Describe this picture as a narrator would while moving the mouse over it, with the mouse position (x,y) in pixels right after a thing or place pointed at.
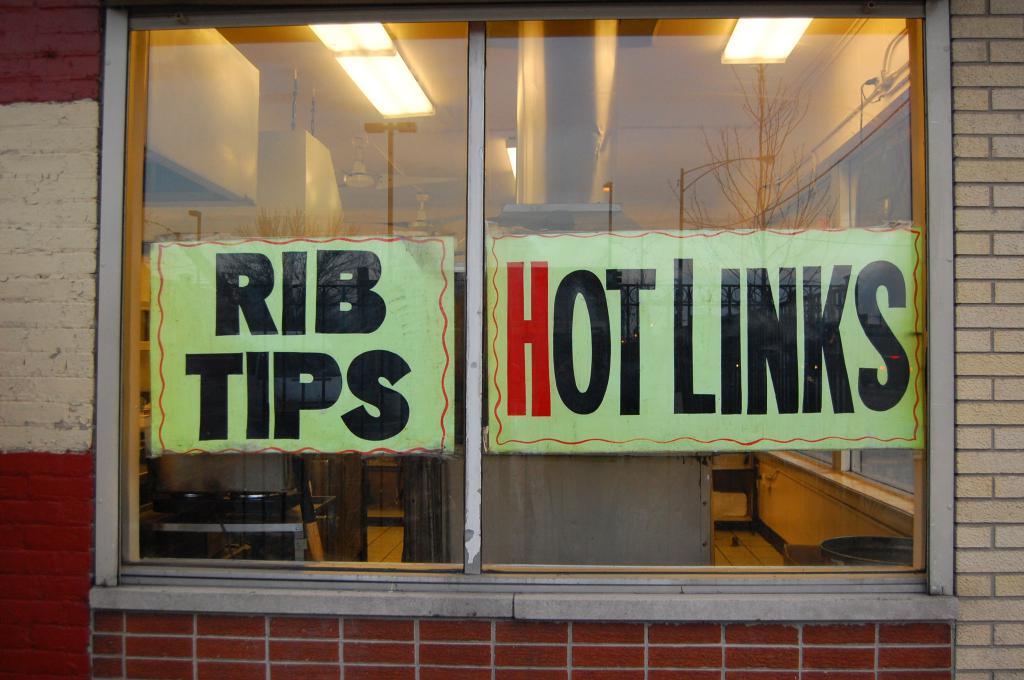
In this image there is a glass window (183,146) in the middle (535,447). There are labels (427,334) on the window (413,59). At the top (383,84) there are lights (383,84). There is a wall (45,276) beside the window (109,375).
